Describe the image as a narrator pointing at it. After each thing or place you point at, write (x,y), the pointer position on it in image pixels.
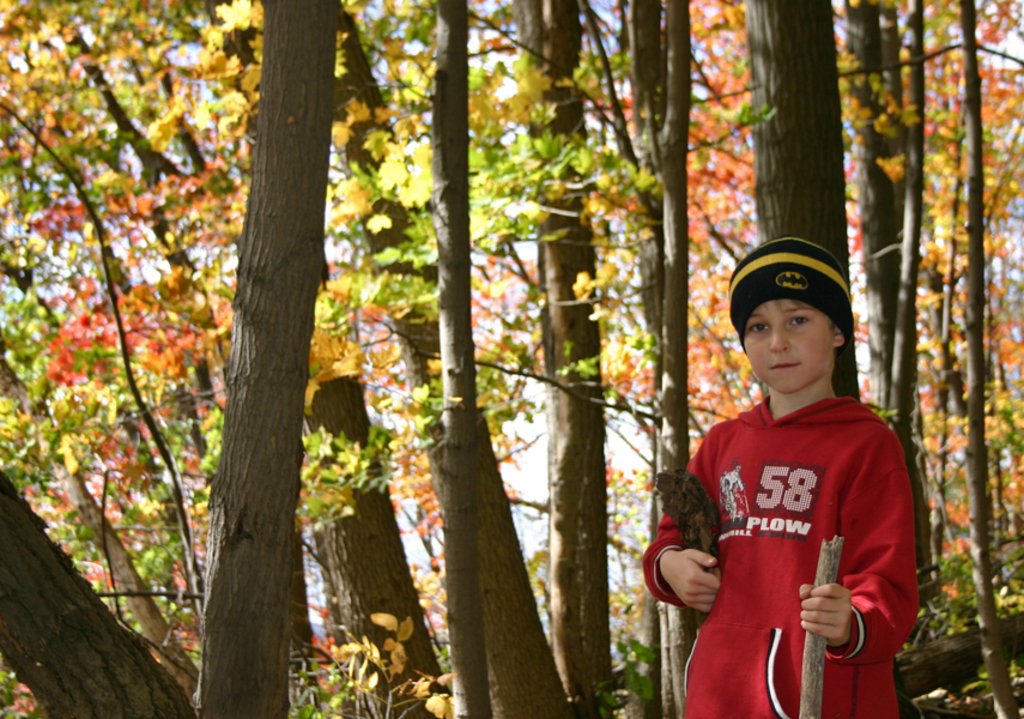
In this picture we can see a boy (784,652) holding a stick (812,676) and an object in his hands (707,583). There are a few trees (379,606) visible throughout the image.
